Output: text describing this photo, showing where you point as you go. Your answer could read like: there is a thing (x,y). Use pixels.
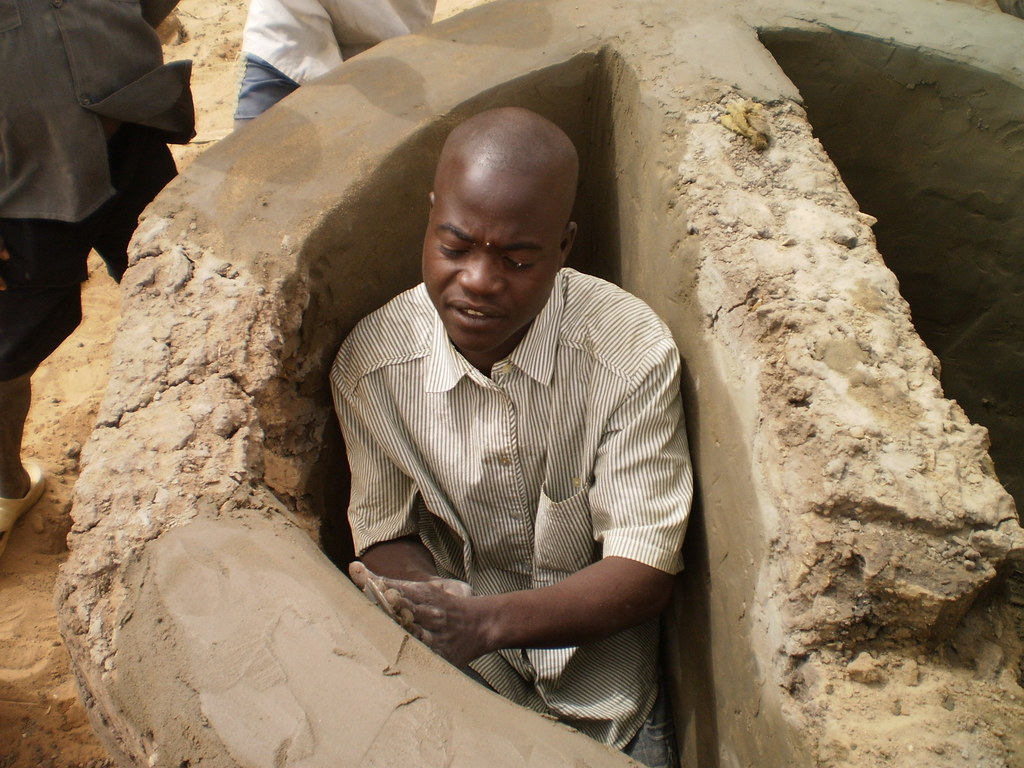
In this image we can see a man (477,450) plastering the wall (334,689). In the background (52,59) we can also see two persons (281,23) standing on the sand (40,614).
